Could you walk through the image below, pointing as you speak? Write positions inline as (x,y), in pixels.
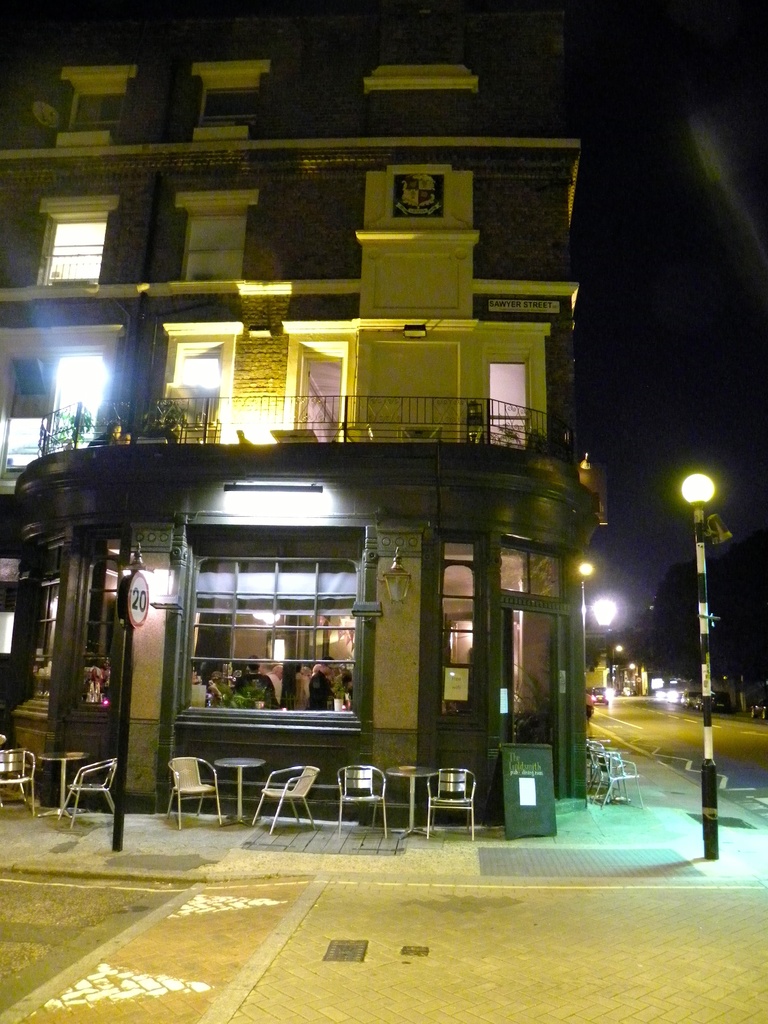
In this image we can see a building (245,580) with windows (269,632) and some people (314,690) sitting inside it. We can also see a board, chairs (178,796), table (238,816), street pole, cars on the road (657,707) and a tree (760,559).
